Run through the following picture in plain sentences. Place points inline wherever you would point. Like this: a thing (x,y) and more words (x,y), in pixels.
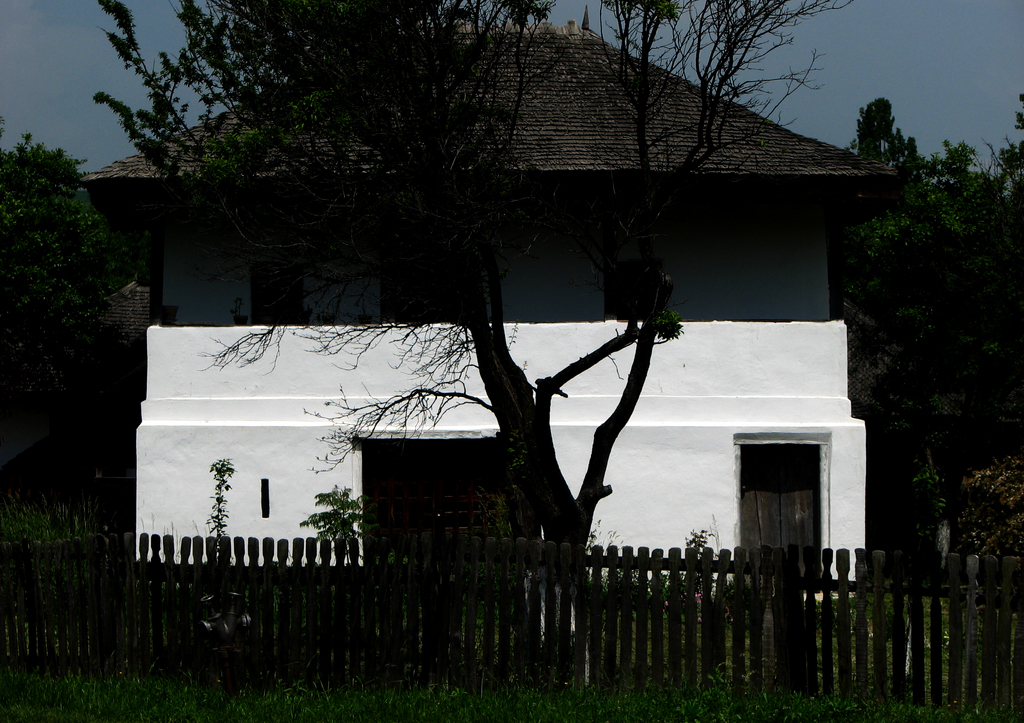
In this picture, there is a tree (603,435) in the center (494,404). Behind it, there is a house (824,247) which is in grey and white in color. On top of the house (679,233), there are roof tiles (609,93). At the bottom (470,573), there is a fence (535,613) and a grass (148,684). In the background (54,154) there are trees (911,162) and sky (920,108).
